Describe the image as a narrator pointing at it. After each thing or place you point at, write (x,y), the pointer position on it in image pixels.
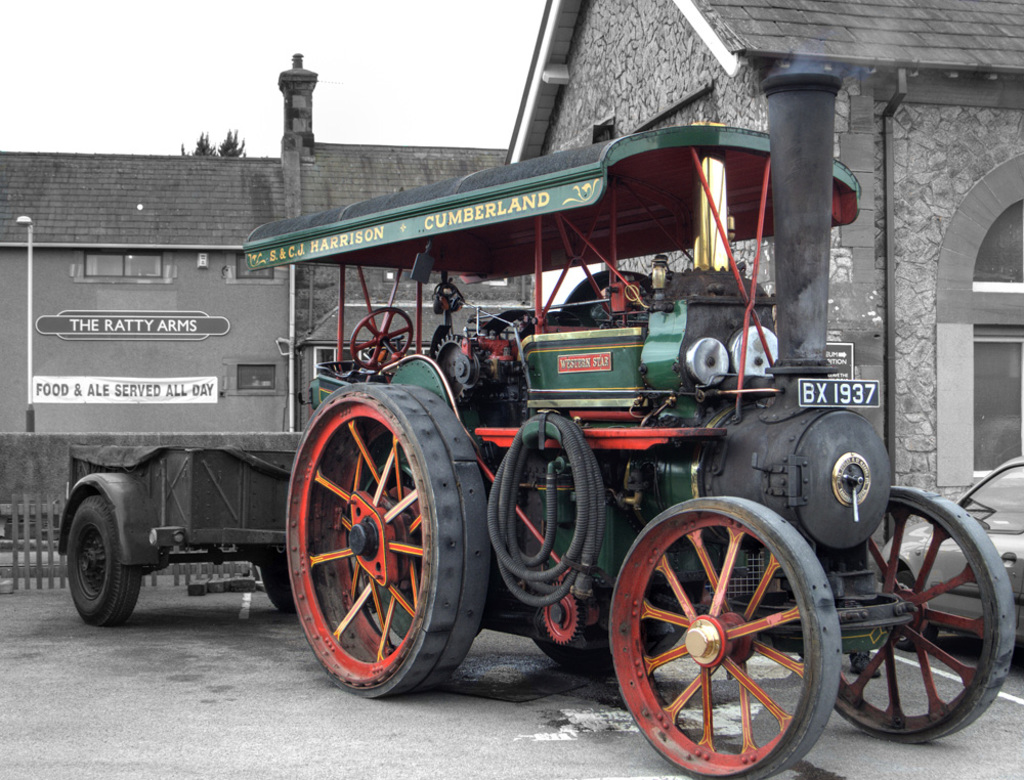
In the foreground (960,642) I can see a vehicle (909,604) on the road (54,642). In the background (8,204) I can see buildings (14,191), fence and the sky (90,18). This image is taken during a day on the road (149,652).
